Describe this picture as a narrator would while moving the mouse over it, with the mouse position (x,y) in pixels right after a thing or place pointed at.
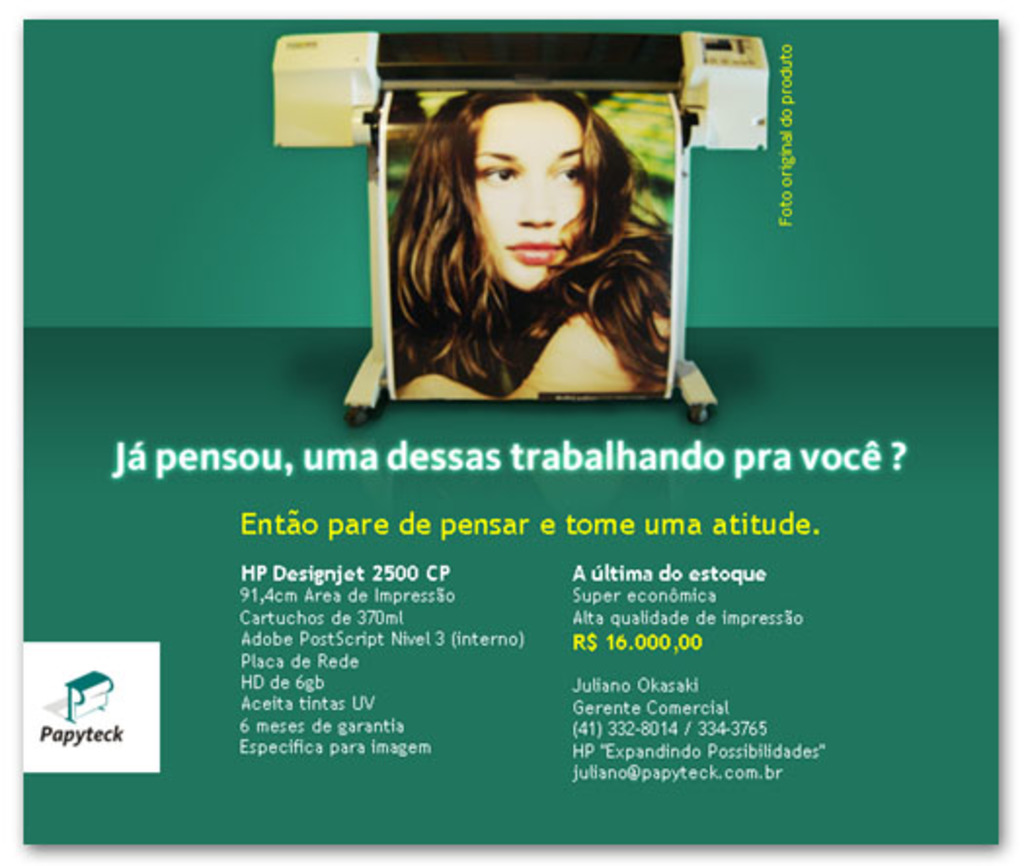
In this image we can see a poster (551,455), on that there is a picture (550,256) of a woman (455,326), also we can see some text (288,690) on it.
